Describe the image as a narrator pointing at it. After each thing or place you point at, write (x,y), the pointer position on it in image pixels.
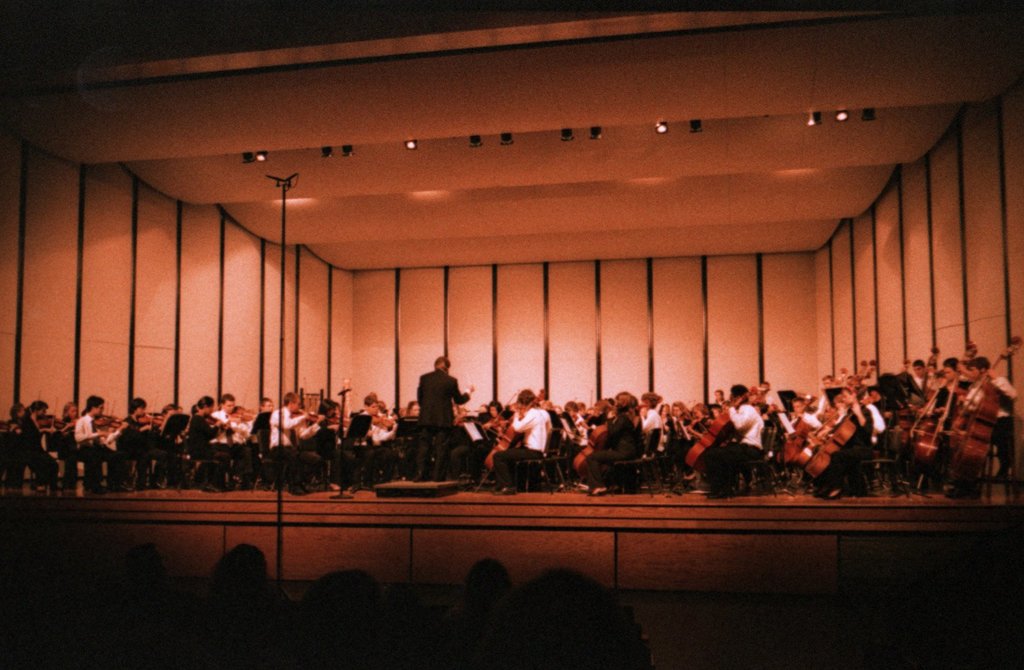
In this image we can see so many people (876,415) are sitting on the chairs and playing musical instrument (840,440). Top of the image (498,118) roof (560,118) is there. Bottom of the image (364,659) people (565,585) are present.
